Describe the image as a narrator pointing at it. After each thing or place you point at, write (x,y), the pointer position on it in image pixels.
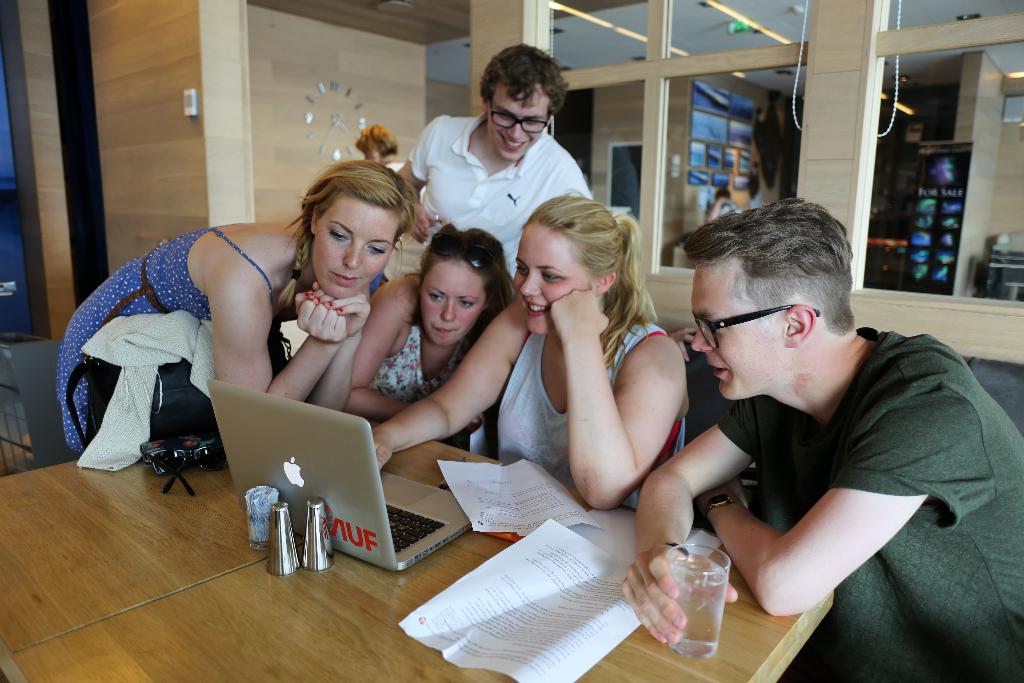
In this image we can see group of persons (582,424) sitting and some are standing, at the middle of the image (569,310) there is a person (524,365) wearing white color dress (517,404) operating laptop (354,501) which is on table (278,576), there are some glasses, papers (497,512) on table (116,671) and also bag (162,420) and at the background of the image (370,71) there is wall (135,86) and cardboard sheets (856,156).
